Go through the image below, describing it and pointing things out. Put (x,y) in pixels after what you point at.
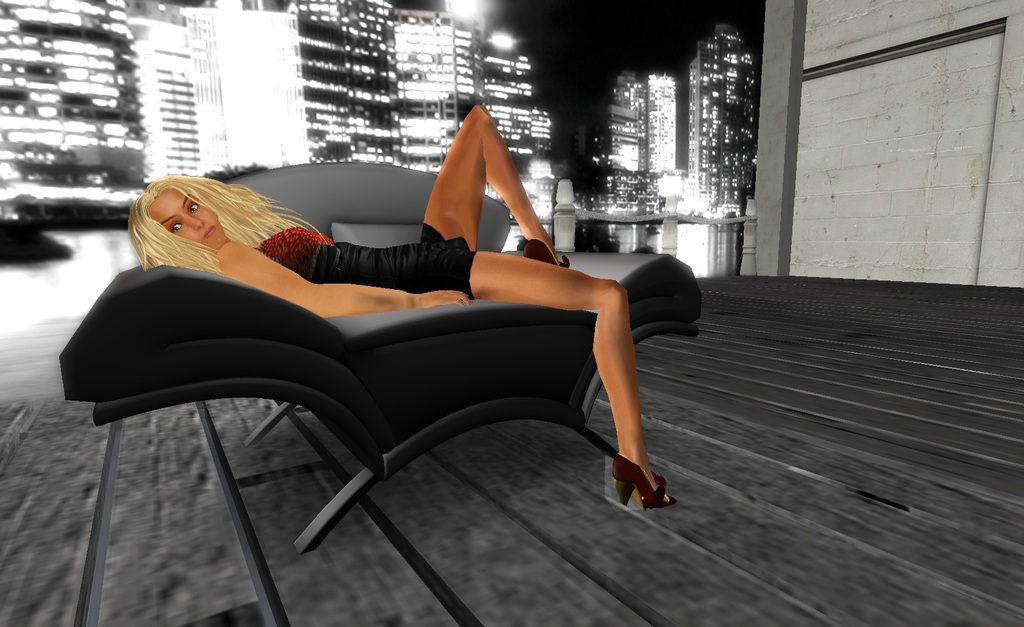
This is an animated pic where a woman (349,277) is laid on a sofa (474,349). In the background (324,121), there are buildings (531,82), lights (461,14) and a wall (872,182).
